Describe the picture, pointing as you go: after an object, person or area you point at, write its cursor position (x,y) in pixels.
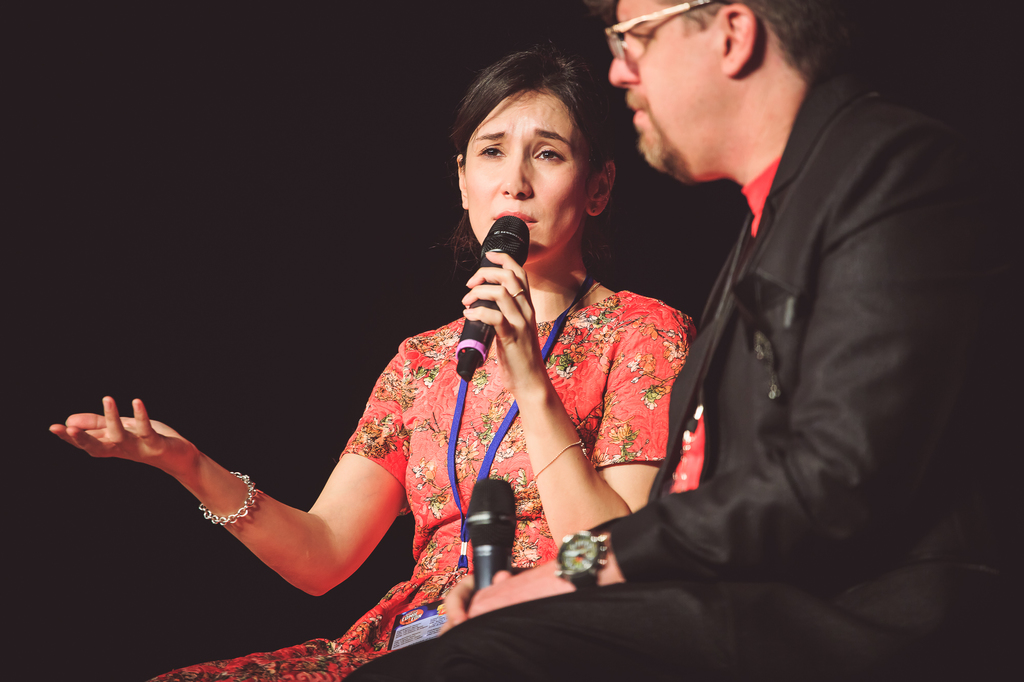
In this image we can see two persons (462,427) sitting and holding mics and also the background (333,229) is dark.
